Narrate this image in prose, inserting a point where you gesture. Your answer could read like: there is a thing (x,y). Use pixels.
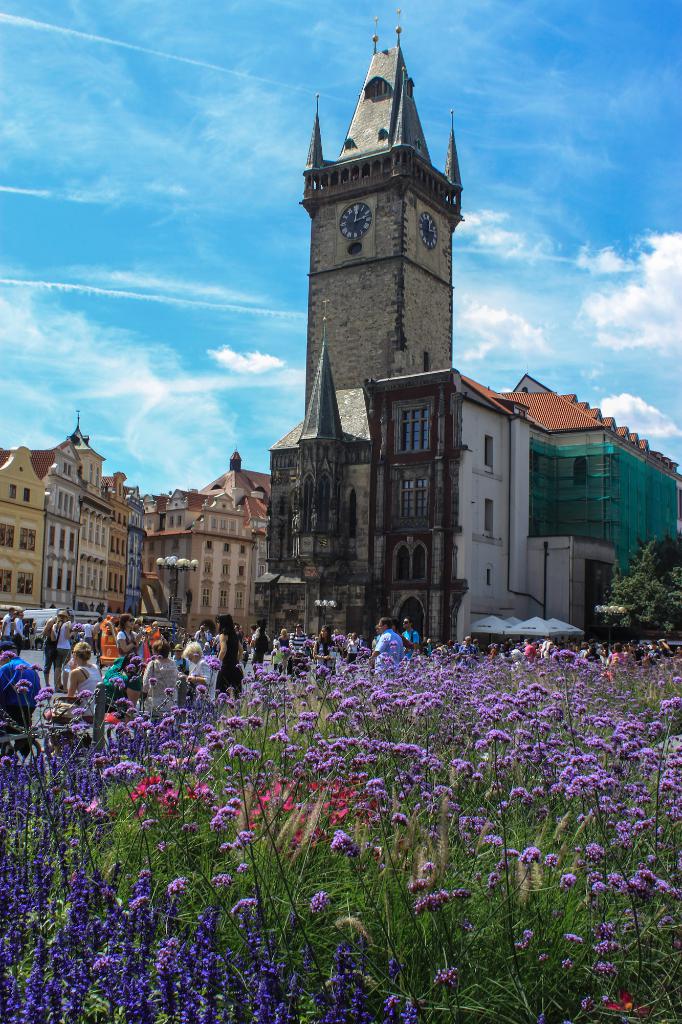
In this picture I can see number of plants (336,758) and flowers (399,755) in front (16,798) and in the middle of this picture (228,552) I can see number of people (167,684), buildings (211,554), a light pole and few trees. I can also see 2 clocks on a tower (352,279). In the background (178,213) I can see the cloudy sky (628,334).
